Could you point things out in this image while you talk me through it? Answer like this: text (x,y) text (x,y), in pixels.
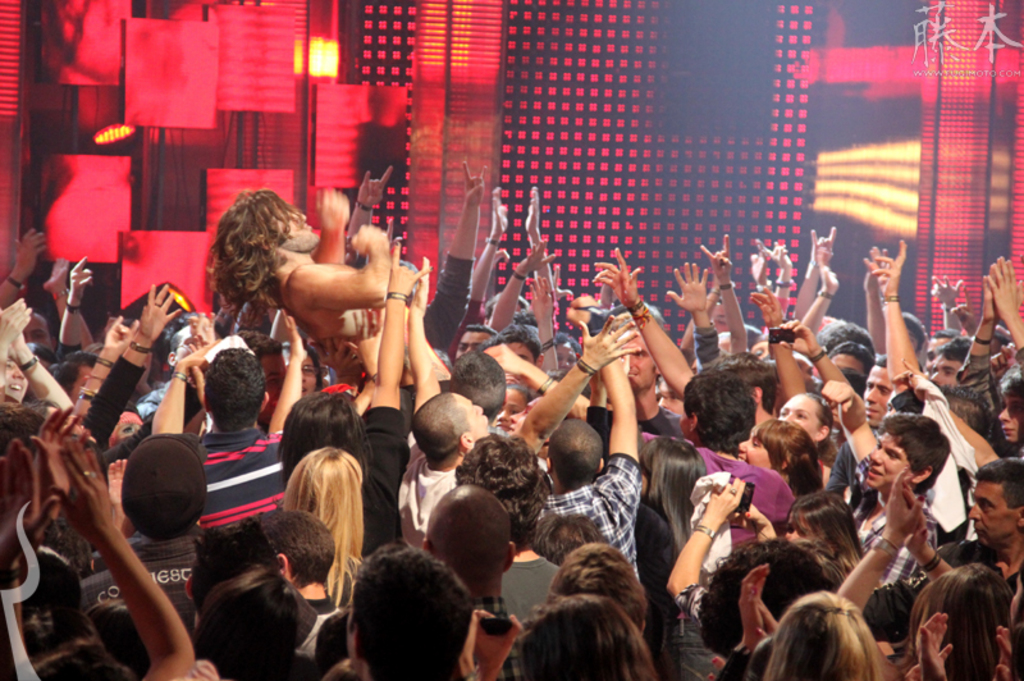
In this image we can see a group of people (207,557) and a few of them are lifting a person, in the background (570,105) there are screens (525,112) and lights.
